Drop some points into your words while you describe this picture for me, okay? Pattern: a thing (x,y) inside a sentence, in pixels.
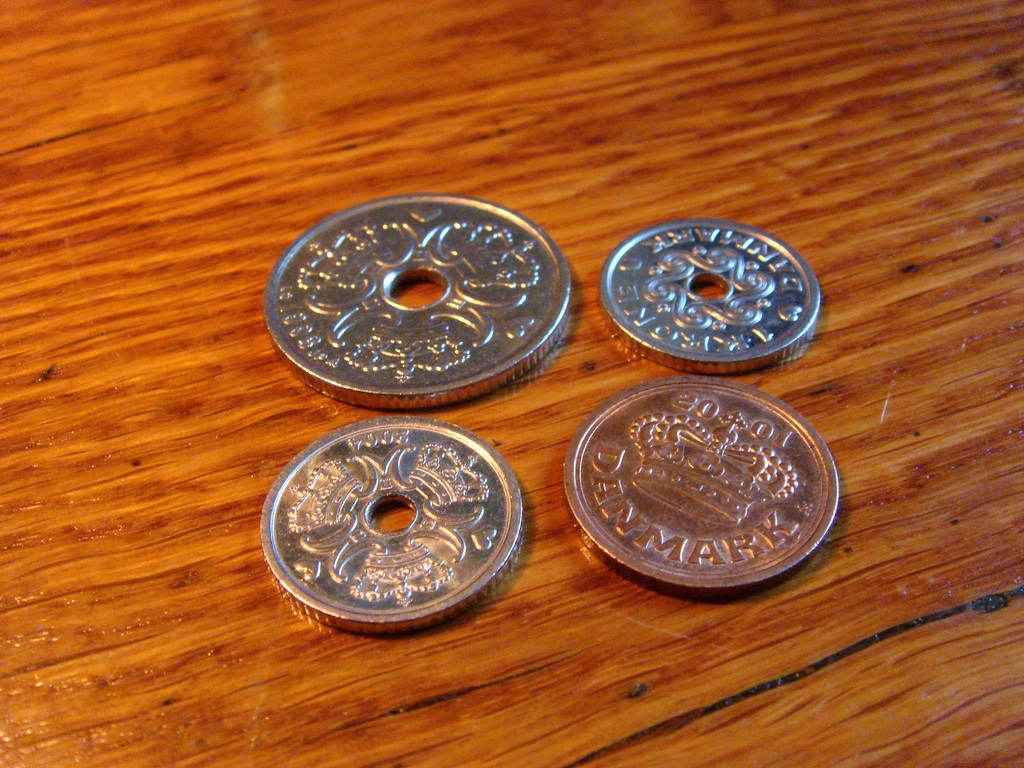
In this image I can see 4 coins (560,306) on a wooden surface (233,688). There are holes (411,505) in the center of 3 coins (471,282).
